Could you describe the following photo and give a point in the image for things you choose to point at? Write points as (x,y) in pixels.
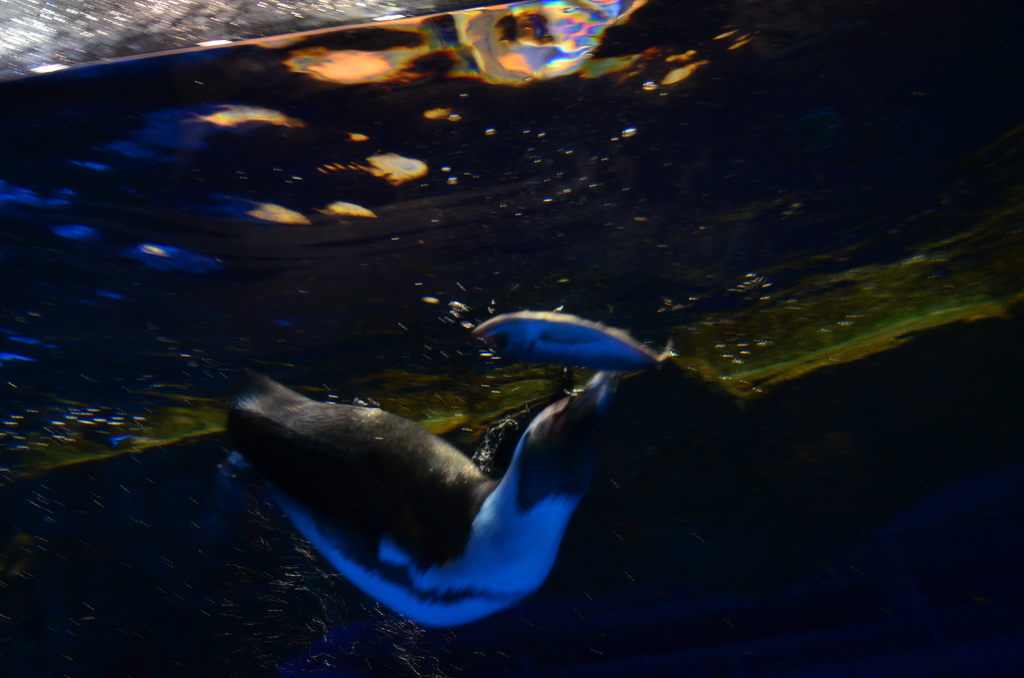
There are fishes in the water (611,459), in the middle (568,451) it is an animal (447,569) in white and black color.
